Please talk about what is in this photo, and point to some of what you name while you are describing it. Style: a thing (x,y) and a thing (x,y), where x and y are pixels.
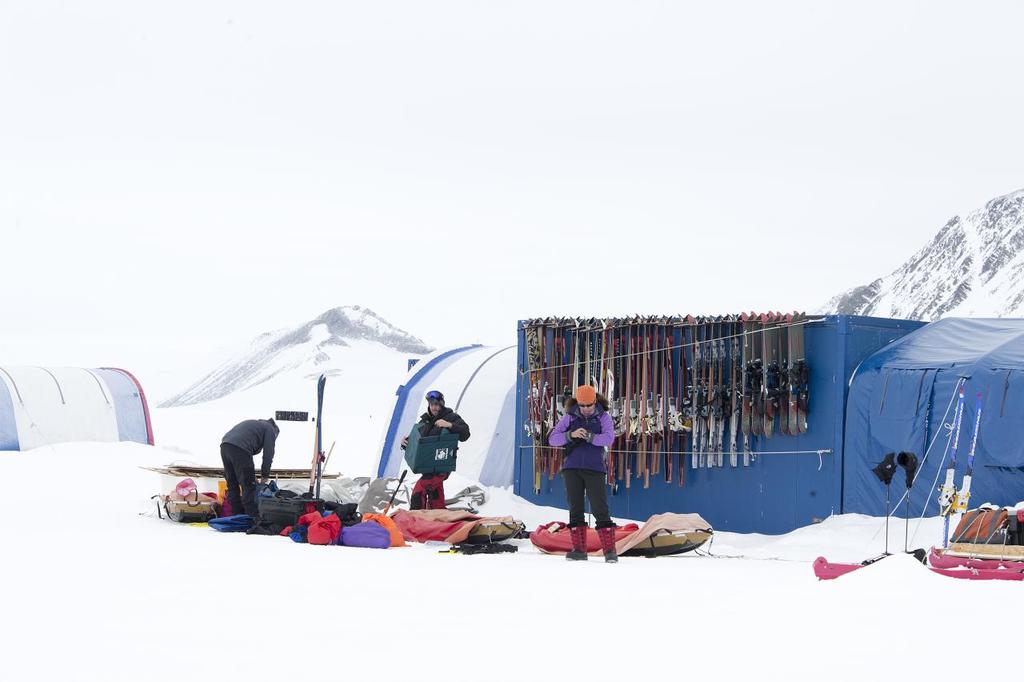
In the image there are three (589,473) standing on the ice land (430,648) with bags (345,524) all over the place and behind them there are tents (1009,402) with skis (646,423) on it, in the back (996,217) there are hills (328,346) covered with snow (359,375) all over it and above its sky (449,107).
